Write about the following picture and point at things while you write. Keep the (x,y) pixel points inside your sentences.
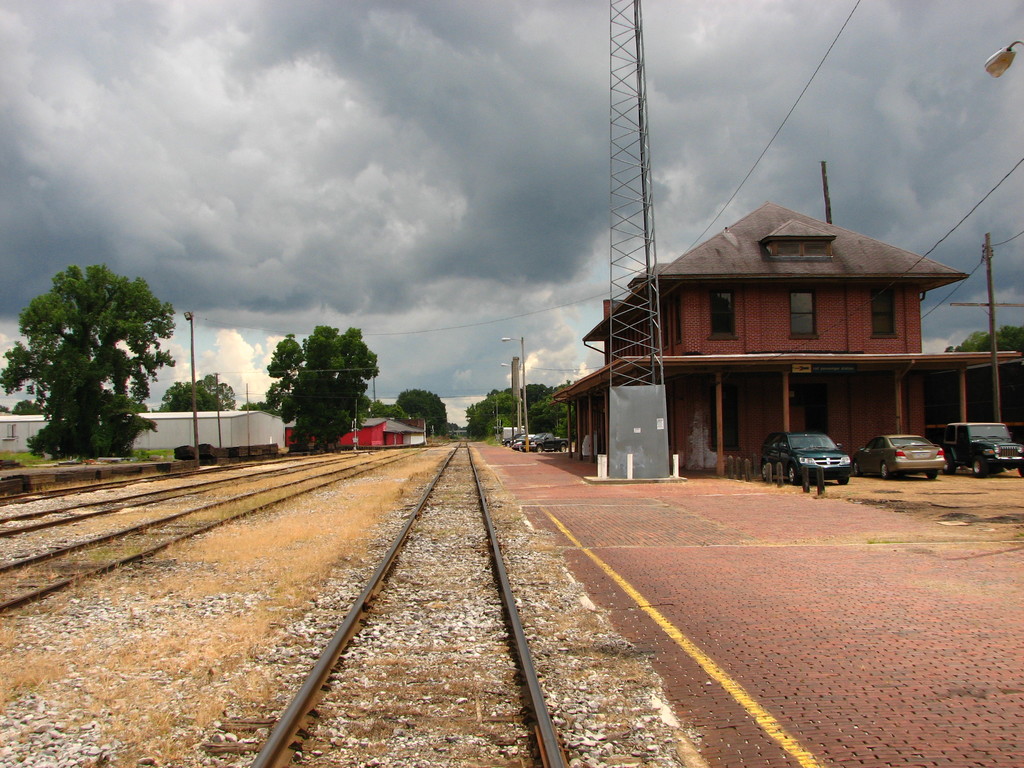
In this image there are rail tracks (57,515) on the land (149,619) having few rocks (149,619) and grass (334,557). Right side (950,722) there are few vehicles (982,454) on the floor (729,505) having a tower (647,393). Behind the tower (616,427) there is a building (847,291). Few street lights (526,429) are on the floor (540,474). Background (485,429) there are few buildings (153,417) and trees (111,442). Top of the image (433,152) there is sky (433,152). Right top there is a lamp (1000,70).
